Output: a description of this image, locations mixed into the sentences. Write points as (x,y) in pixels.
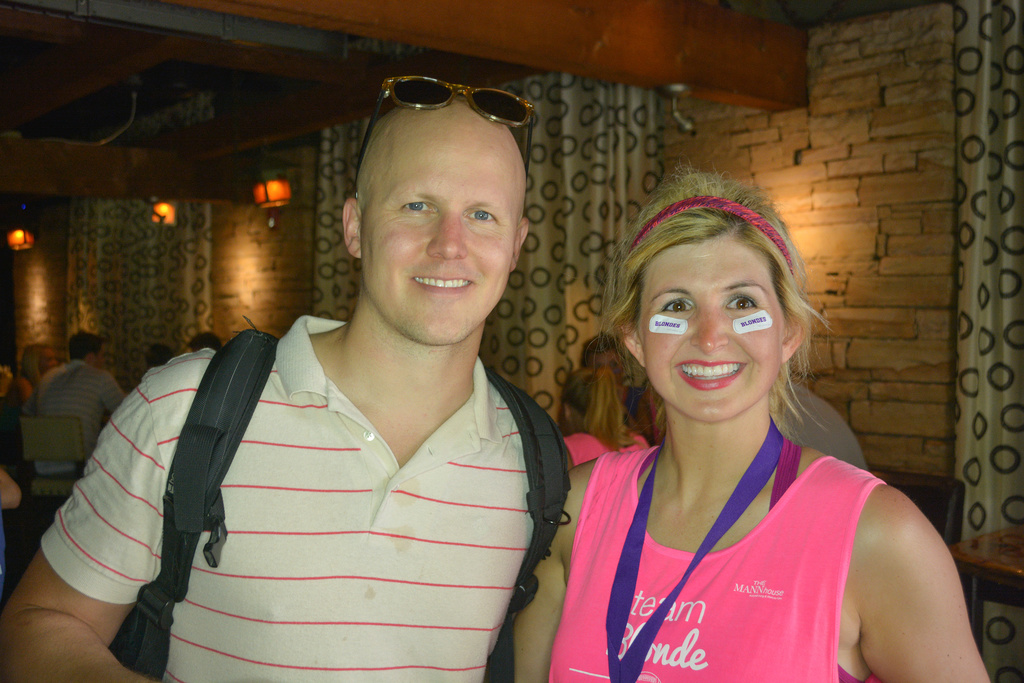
In this picture we can see few people (472,312), in the middle of the image (442,330) we can see a man (438,311) and woman (682,382), they both are smiling and he is carrying a bag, behind them we can see few curtains (344,167) and lights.
